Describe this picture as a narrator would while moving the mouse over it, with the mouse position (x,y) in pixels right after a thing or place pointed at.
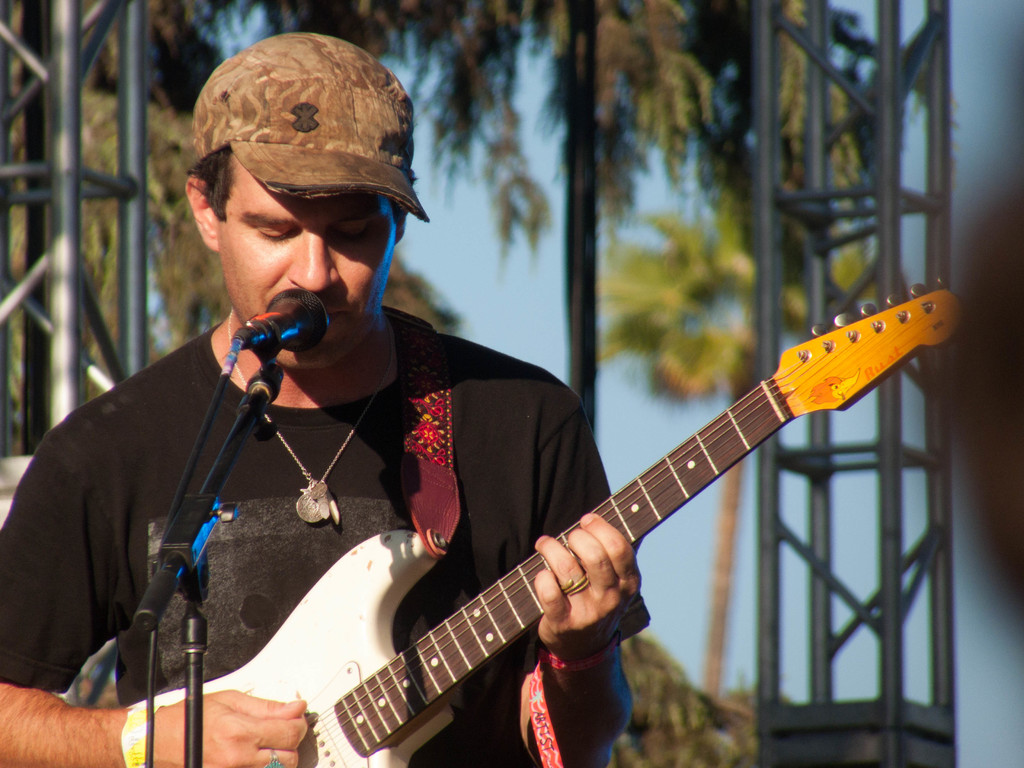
There is a man (304,490) wearing cap (308,121) is holding guitar (398,591) and playing. In front of him there is a mic (263,336) and mic stand (257,385). In the background (496,215) there are trees (650,53), stands (591,180) and sky (622,459).
